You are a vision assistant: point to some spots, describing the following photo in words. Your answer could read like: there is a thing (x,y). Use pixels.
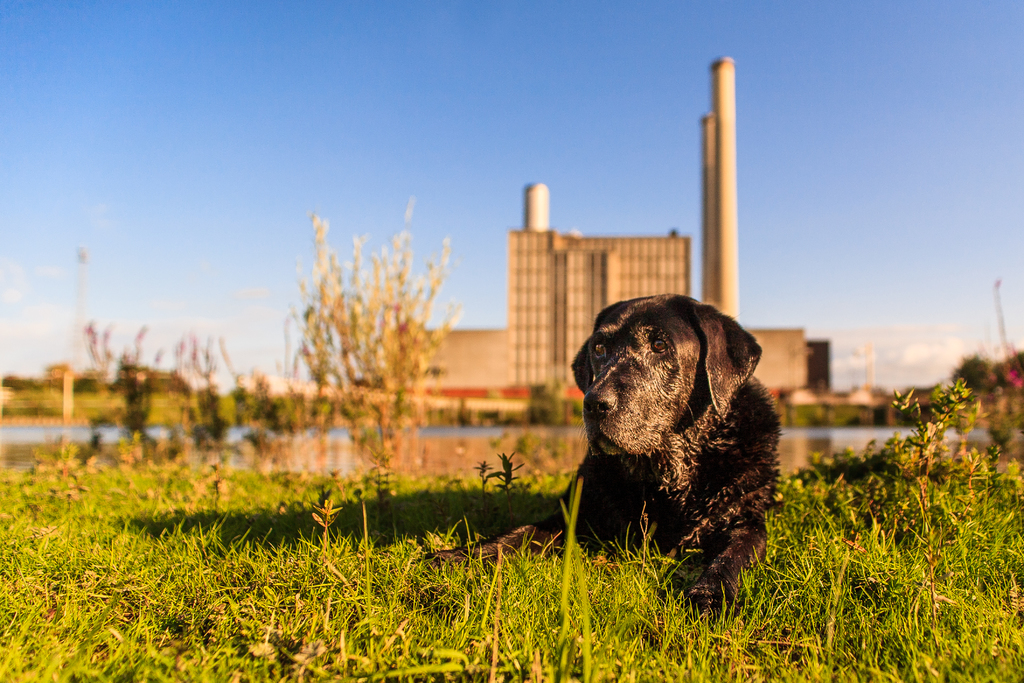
In this image we can see one dog (728,335) on the ground (266,634), one big building (814,382), some objects (875,398) are on the surface (528,399), one canal (12,433), some trees (352,384), bushes (944,466), plants (910,499) and green grass (303,630) on the surface (250,618). At the top (555,128) there is the sky (1000,58).
